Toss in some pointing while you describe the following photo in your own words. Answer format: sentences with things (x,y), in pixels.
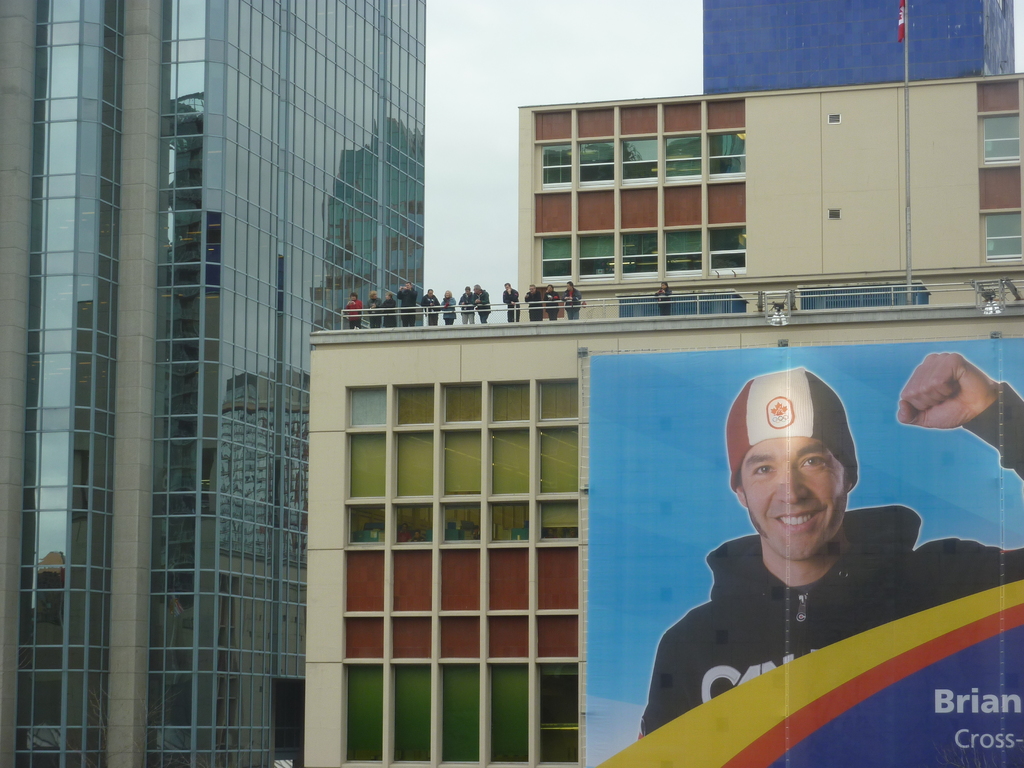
There are many buildings (538,537) in the picture and we see people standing on the terrace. In the right bottom of the picture (774,675), we see a blue board (694,559) containing the photo (807,616) of a man (826,595). At the top of the picture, we see the sky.
